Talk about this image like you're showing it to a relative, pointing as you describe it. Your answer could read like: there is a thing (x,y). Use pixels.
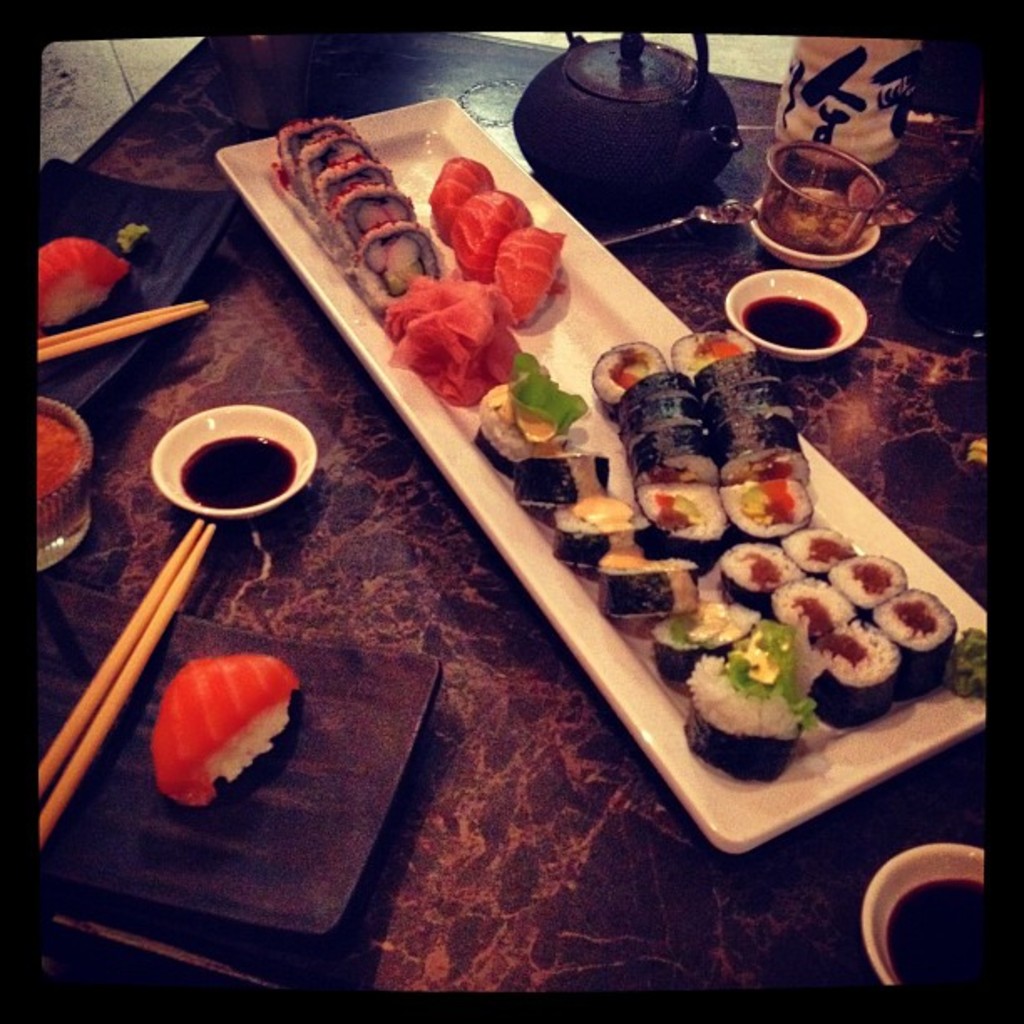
There is a food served in table (615,763) behind it there is a tea pot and sauce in cups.
